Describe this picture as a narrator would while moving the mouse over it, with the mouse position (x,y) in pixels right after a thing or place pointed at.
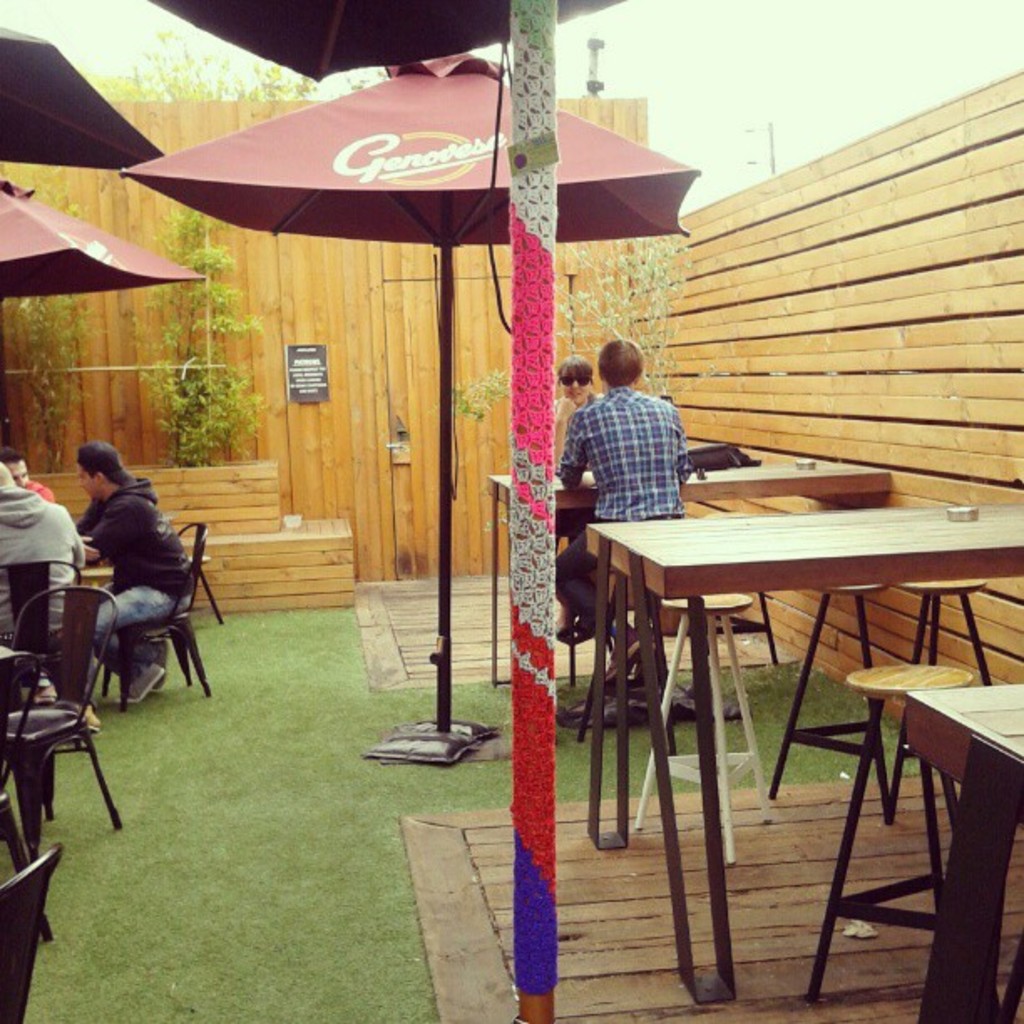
As we can see in the image there is a sky (821,65), wooden wall (415,308), plant (211,435), few people (140,528) here and there and there are chairs (182,610) and tables (848,548) and there is a grass (284,716) over here.
